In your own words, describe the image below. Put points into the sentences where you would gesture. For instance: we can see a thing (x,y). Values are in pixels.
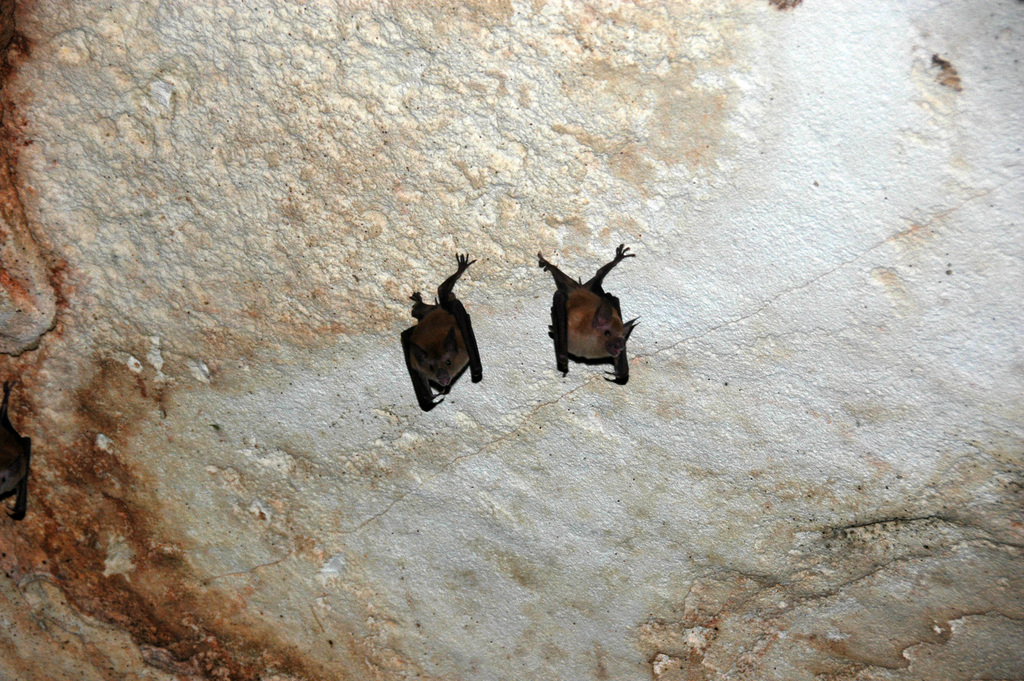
In this Image I can see two bats (575,339). They are in brown and black color. Back I can see a rock (171,290).
